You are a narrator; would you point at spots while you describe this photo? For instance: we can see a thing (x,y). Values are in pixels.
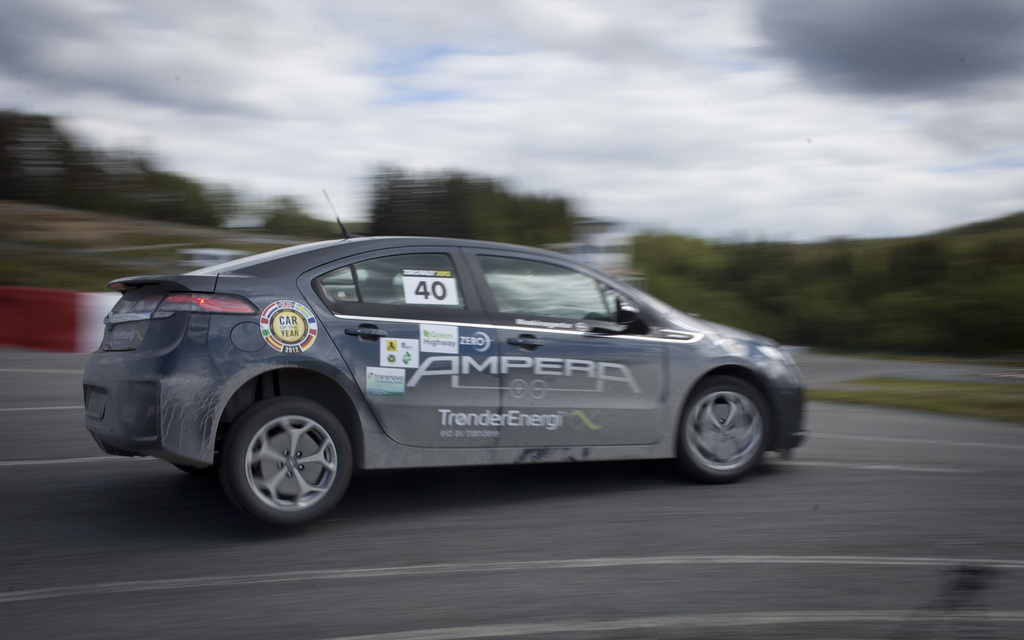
In the middle (616,415) I can see a car (314,471) on the road (678,564). In the background (941,326) I can see trees (956,338), fence (76,317) and the sky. This image is taken may be during a day.
